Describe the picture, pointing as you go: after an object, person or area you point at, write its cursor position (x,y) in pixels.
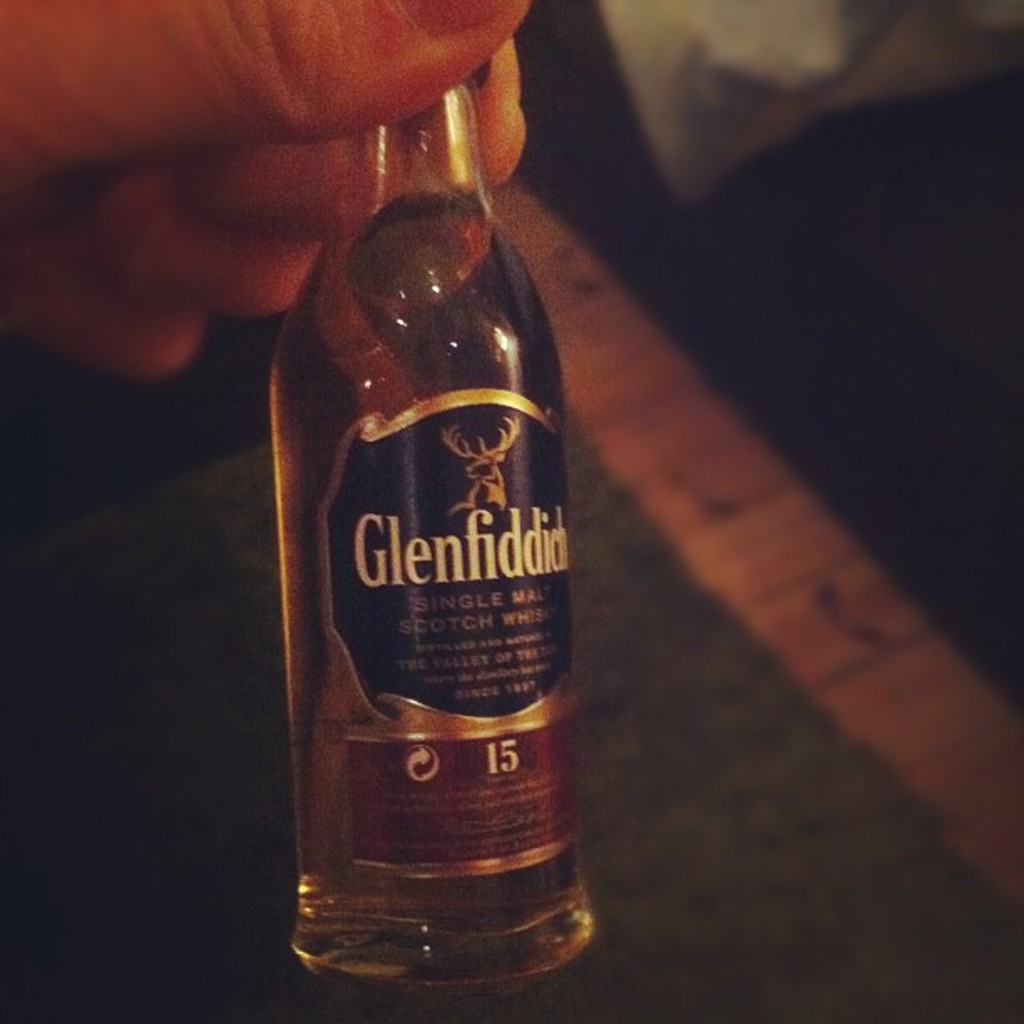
This is a small alcohol bottle (483,688) with alcohol (411,305) inside it. This is a label (473,559) attached to the bottle (433,413). This is holded in the person hand (180,194).
